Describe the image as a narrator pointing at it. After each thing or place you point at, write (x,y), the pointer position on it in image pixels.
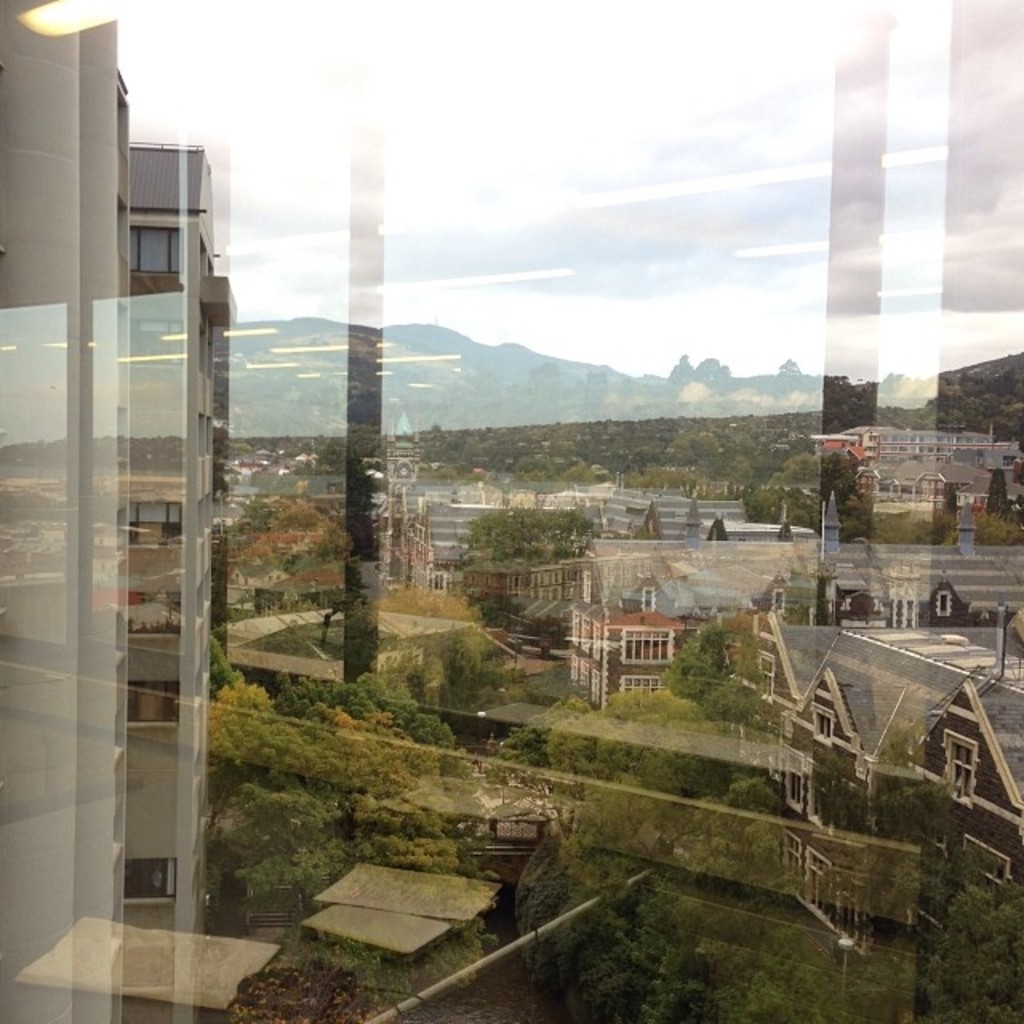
In this picture we can see the glass (84,568), buildings (633,496), trees (252,759), mountains (883,393) and some objects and in the background (408,219) we can see the sky (563,288).
